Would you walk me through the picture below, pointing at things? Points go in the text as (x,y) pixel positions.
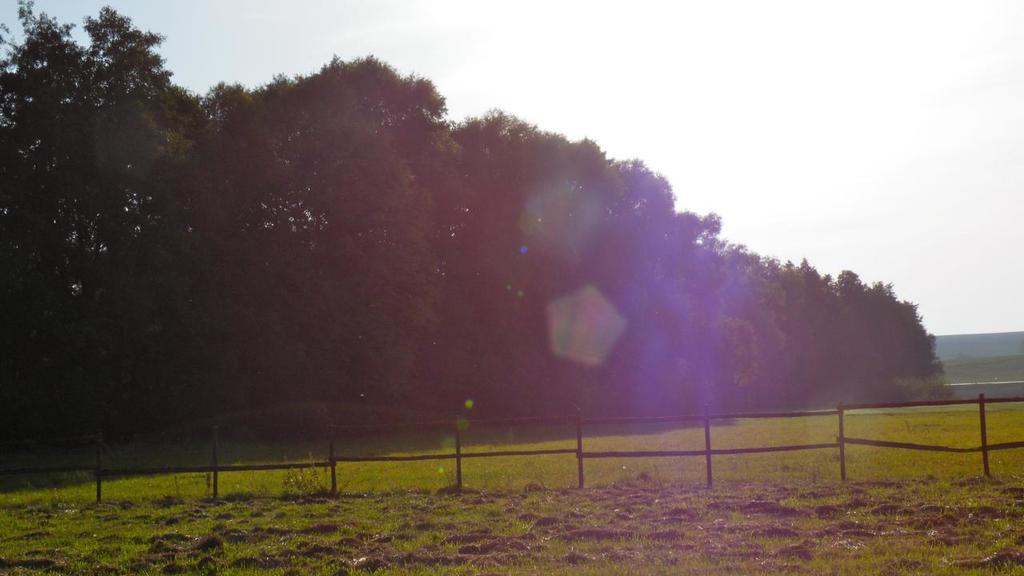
At the foreground of the image (527,541) there is grass (725,464), fencing (785,448) and at the background of the image (521,321) there are some trees (730,323) and clear sky (785,150).
